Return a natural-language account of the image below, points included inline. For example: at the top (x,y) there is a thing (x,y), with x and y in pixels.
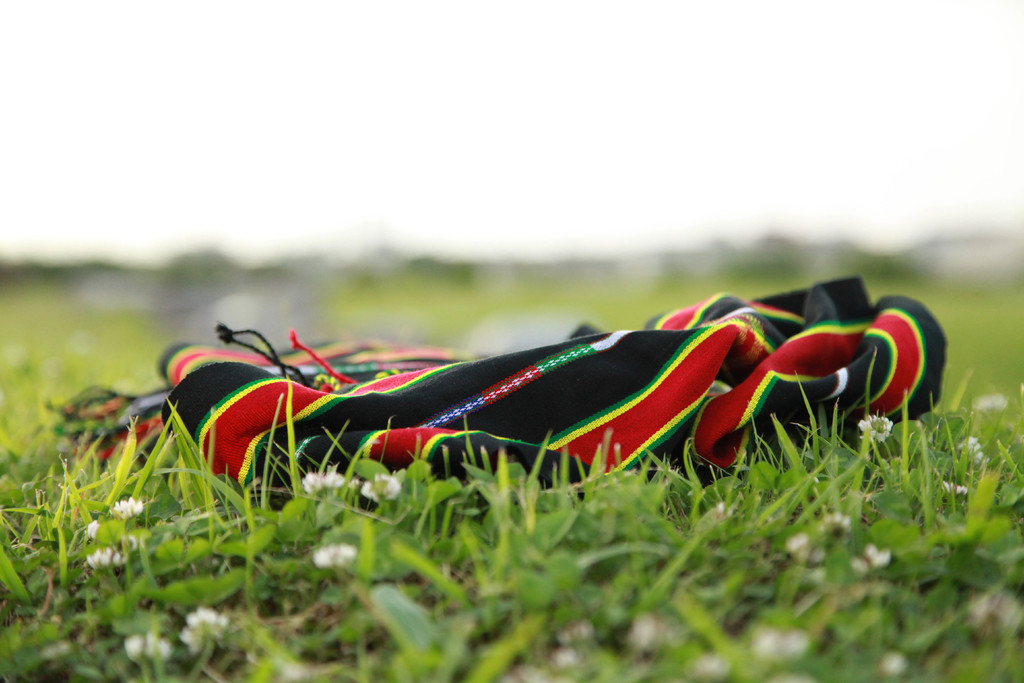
In this image we can see a cloth (246,380) on the grass (428,507). The background of the image (139,229) is blur.
